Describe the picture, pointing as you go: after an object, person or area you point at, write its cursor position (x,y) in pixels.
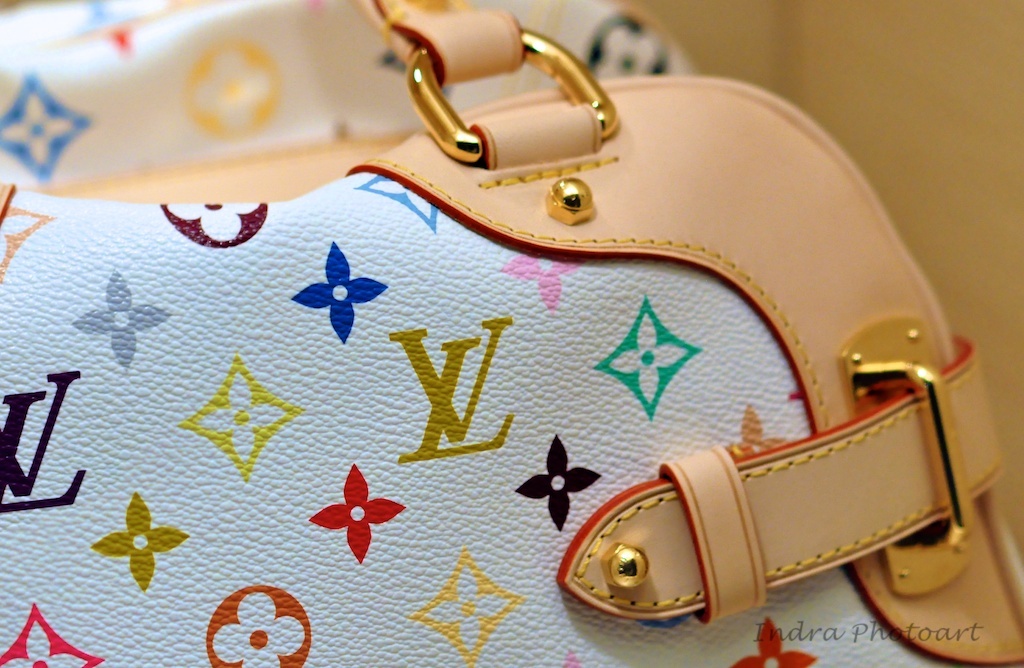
In this image i can see a white bag (330,432) with a pink leather (717,242) stitched to it. In the background (899,94) i can see a wall (916,74).
